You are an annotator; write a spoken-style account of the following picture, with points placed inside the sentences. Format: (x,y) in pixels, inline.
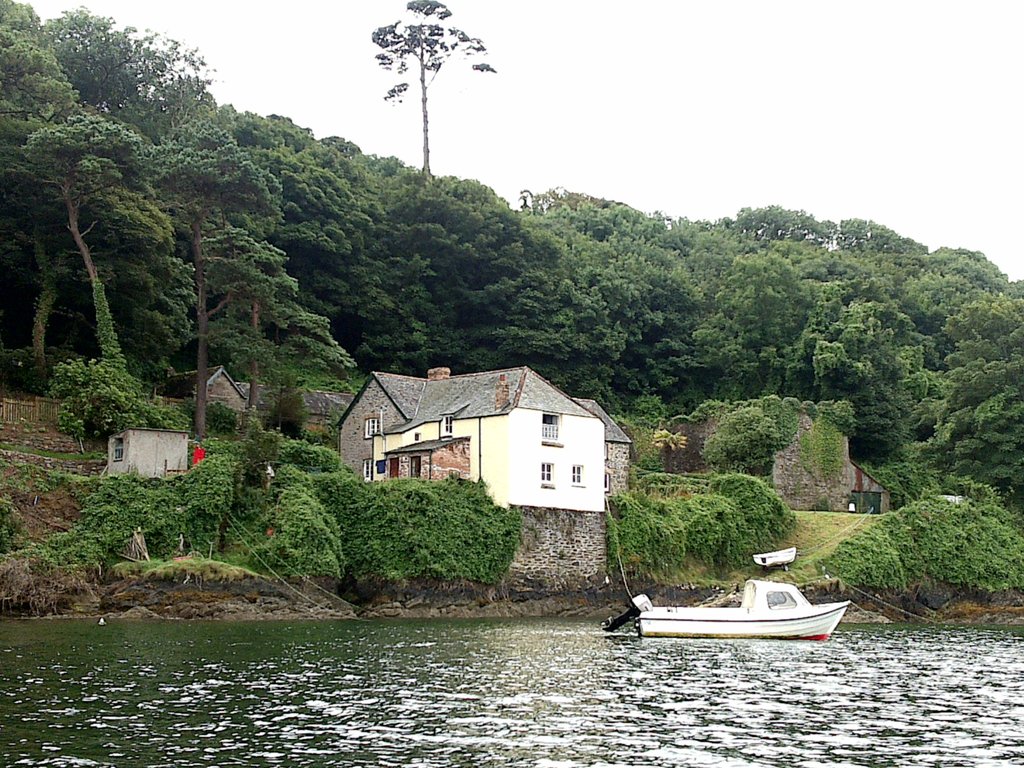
In this image, I can see a boat (643,594) on the water (550,671). This looks like a lake (368,722) with the water (770,697) flowing. I can see the houses (408,420) with the windows (544,437). These are the trees (791,276) and small bushes (462,526). This looks like a small hill (647,580).
